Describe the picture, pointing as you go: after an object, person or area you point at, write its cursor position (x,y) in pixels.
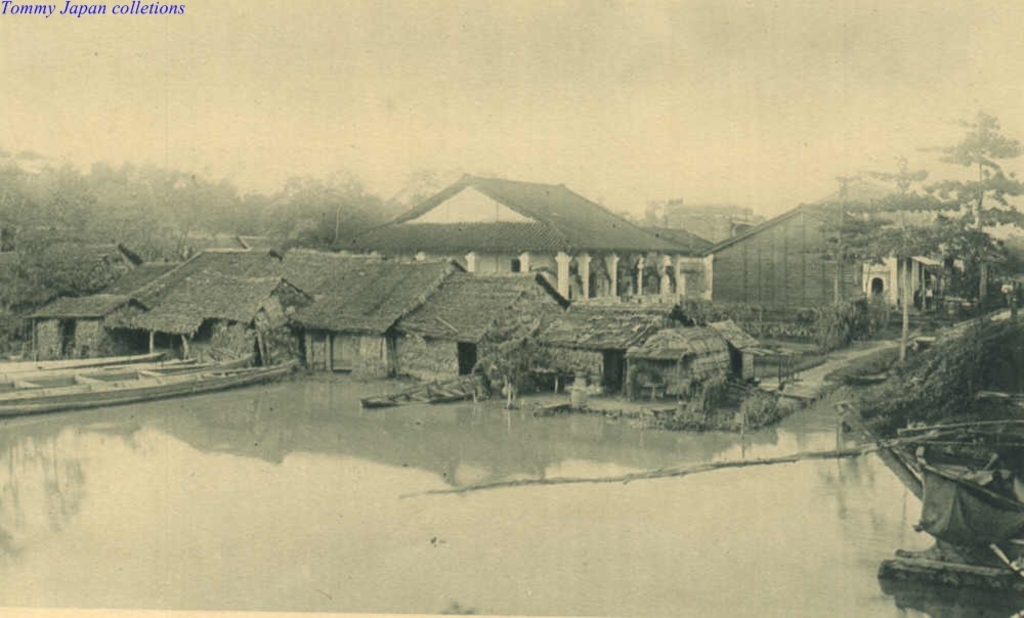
In this picture we can see few houses (389,259), trees (848,231) and water (187,417), on top of the image (139,3) we can see some text (46,4), and it is a black and white photography.
